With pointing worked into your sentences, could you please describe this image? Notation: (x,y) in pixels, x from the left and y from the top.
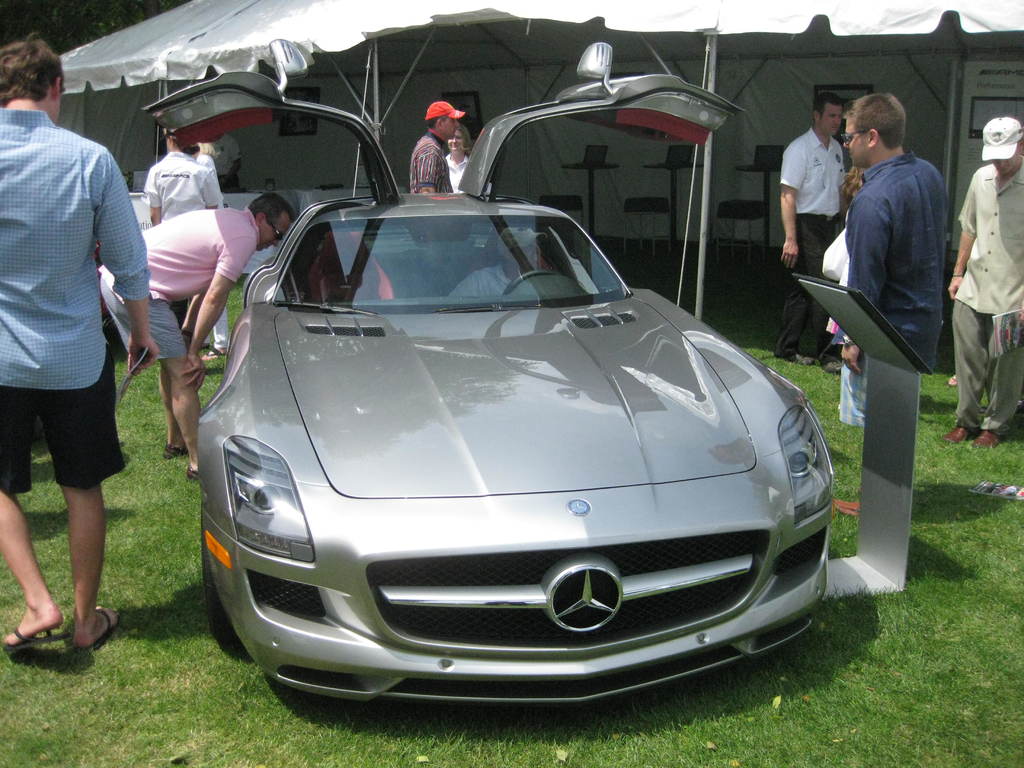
In this image we can see a few people (450,143), there are chairs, there is a car (474,340), a tent (720,165), also we can see the grass (726,268).
